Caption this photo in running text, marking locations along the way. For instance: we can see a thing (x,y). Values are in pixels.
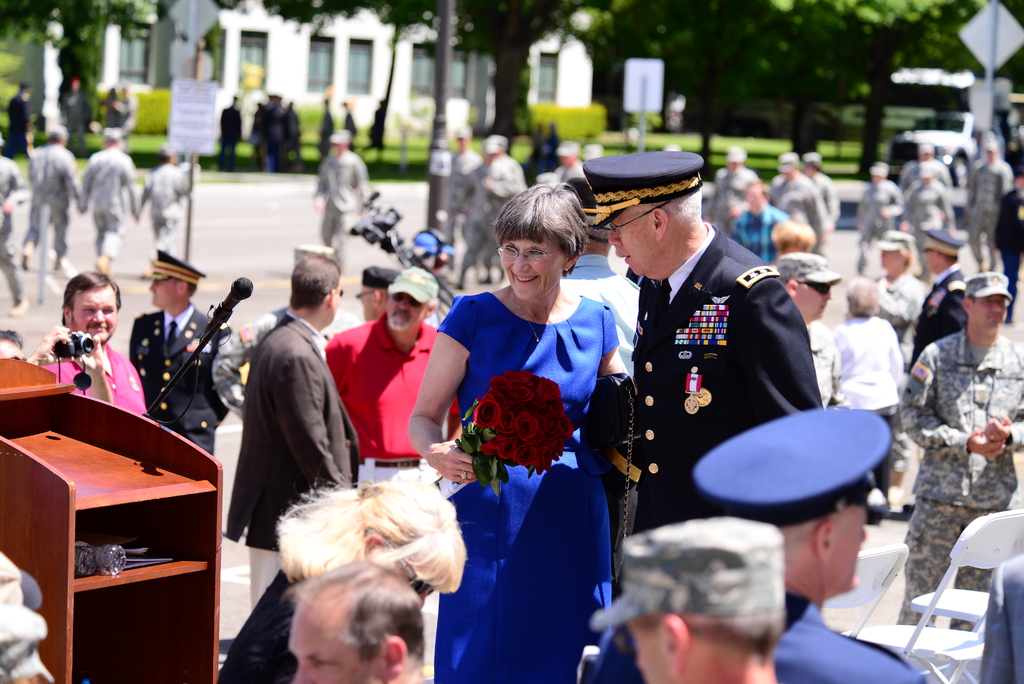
There are people (627,610) and this woman (520,339) smiling and holding flower bouquet (488,426). We can see chairs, podium (13,525) and microphone (170,388) with stand (158,397). In the background (856,76) there are people (259,140) and we can see trees (530,39), plants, boards (637,78) on poles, wall (228,64) and windows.
